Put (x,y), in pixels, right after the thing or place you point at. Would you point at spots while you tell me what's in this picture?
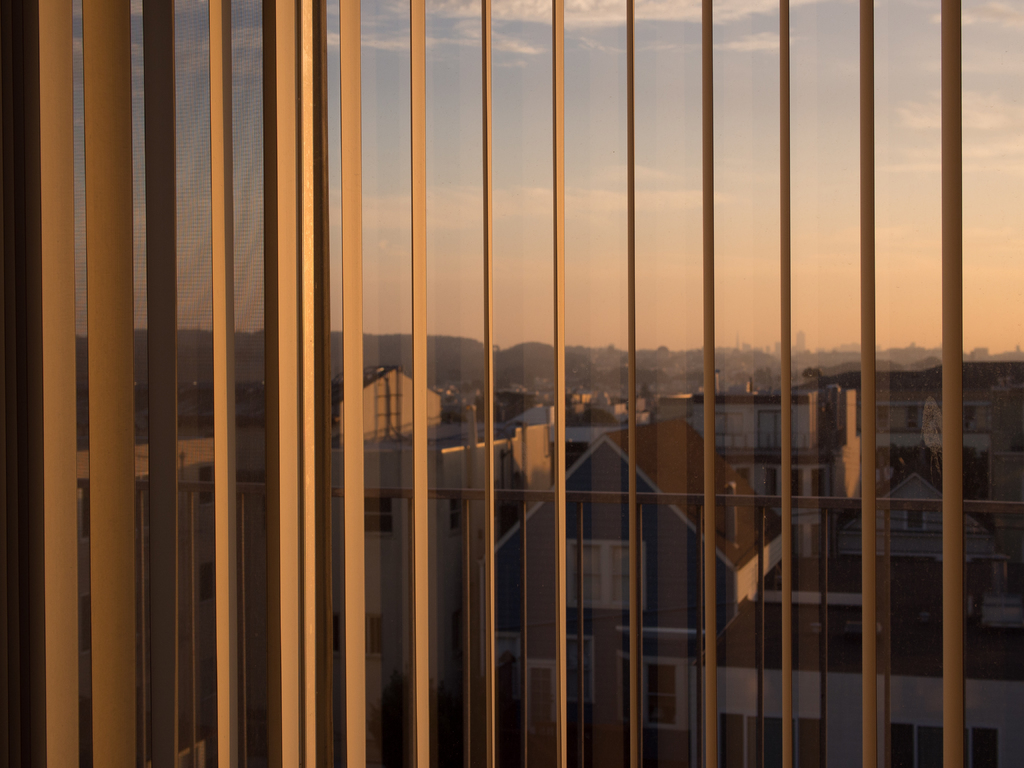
In the image we can see window blinds (425,345) and the window (476,472). Out of the window (671,373) we can see there are many buildings (770,423) and the cloudy sky (747,214).
